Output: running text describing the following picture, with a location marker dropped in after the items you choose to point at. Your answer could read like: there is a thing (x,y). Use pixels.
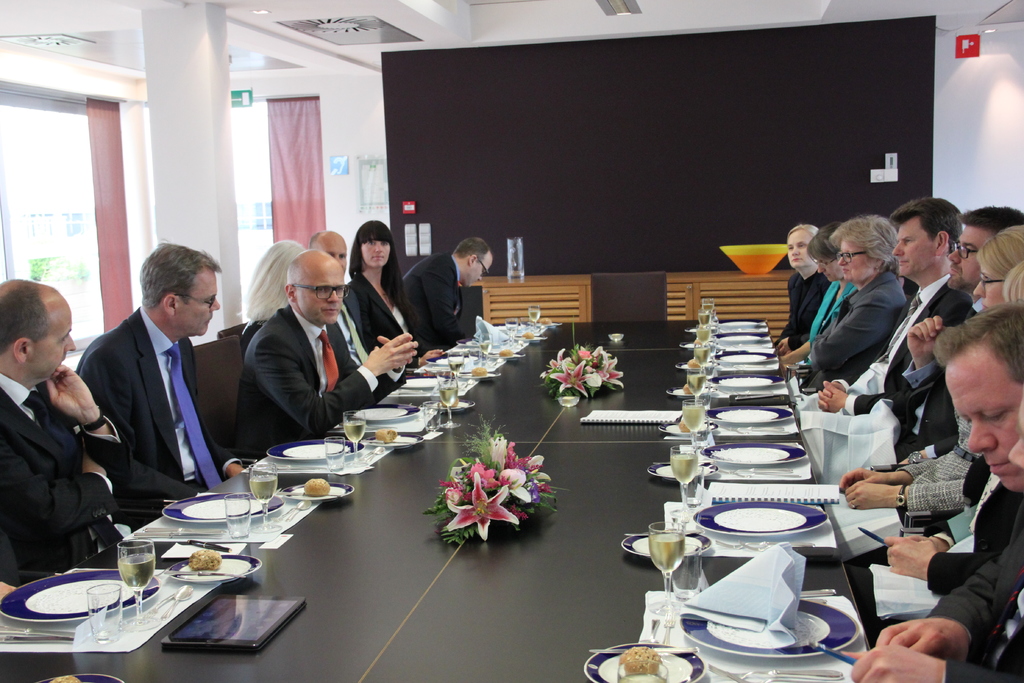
In this image I can see number of persons (248,389) wearing black colored blazer (279,349) are sitting in front of a table (550,524) which is black in color. On the table (503,599) I can see few flowers (515,477), few glasses (110,605) and few plates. In the background (348,113) I can see the wall (360,124), the black colored board (388,149), few curtains (278,155), few windows (87,236) through which I can see few trees (40,261) and a building (69,217).
